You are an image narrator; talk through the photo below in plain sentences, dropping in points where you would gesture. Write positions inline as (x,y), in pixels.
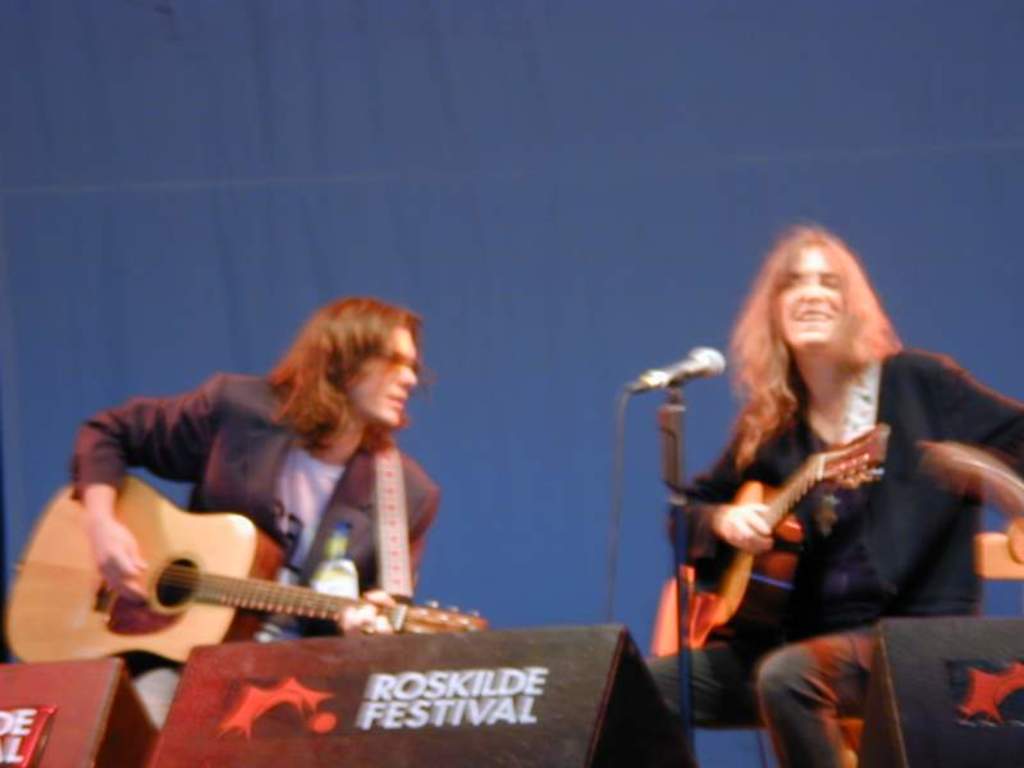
In this picture two guys (866,516) are on stage (545,524) with musical instruments (852,469) on stage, there is also a mic (684,637) placed in front of them and we find ROSKILDE FESTIVAL written on two boxes (238,704) placed on the floor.
